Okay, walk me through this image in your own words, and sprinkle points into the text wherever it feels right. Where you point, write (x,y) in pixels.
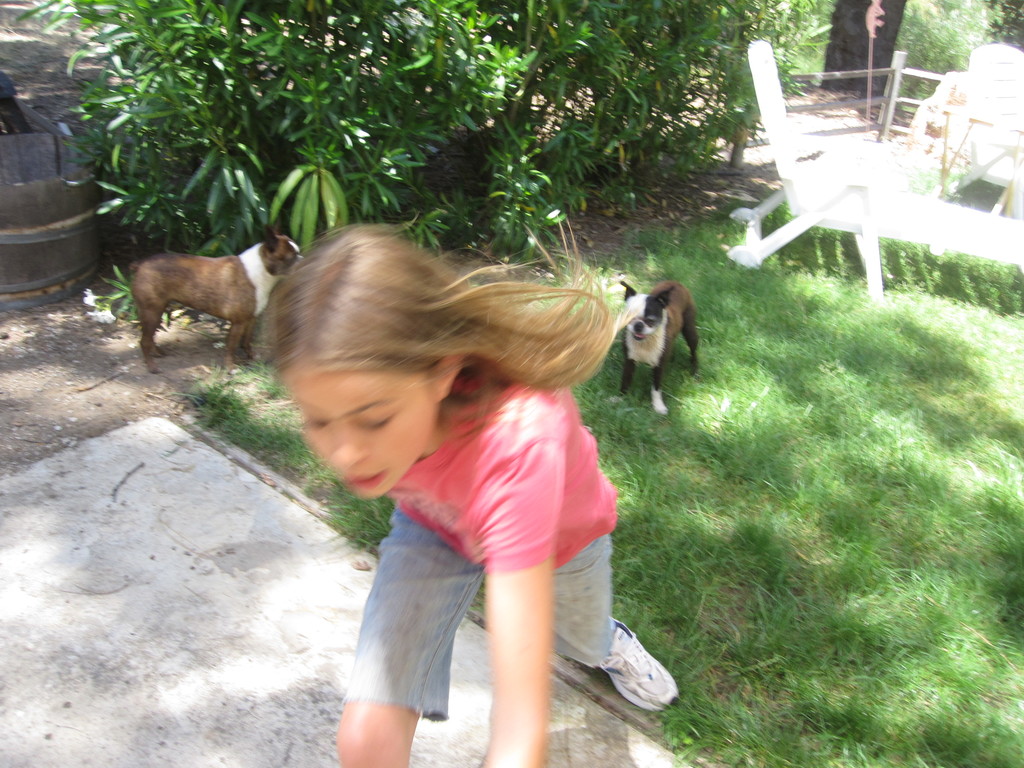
In this picture I can observe a girl (376,472) in the middle of the picture (401,397). Behind the girl (447,426) I can observe two dogs (235,313) on the ground (741,425). There is some grass (744,444) on the ground (740,523). In the background (150,92) there are trees (545,105).
